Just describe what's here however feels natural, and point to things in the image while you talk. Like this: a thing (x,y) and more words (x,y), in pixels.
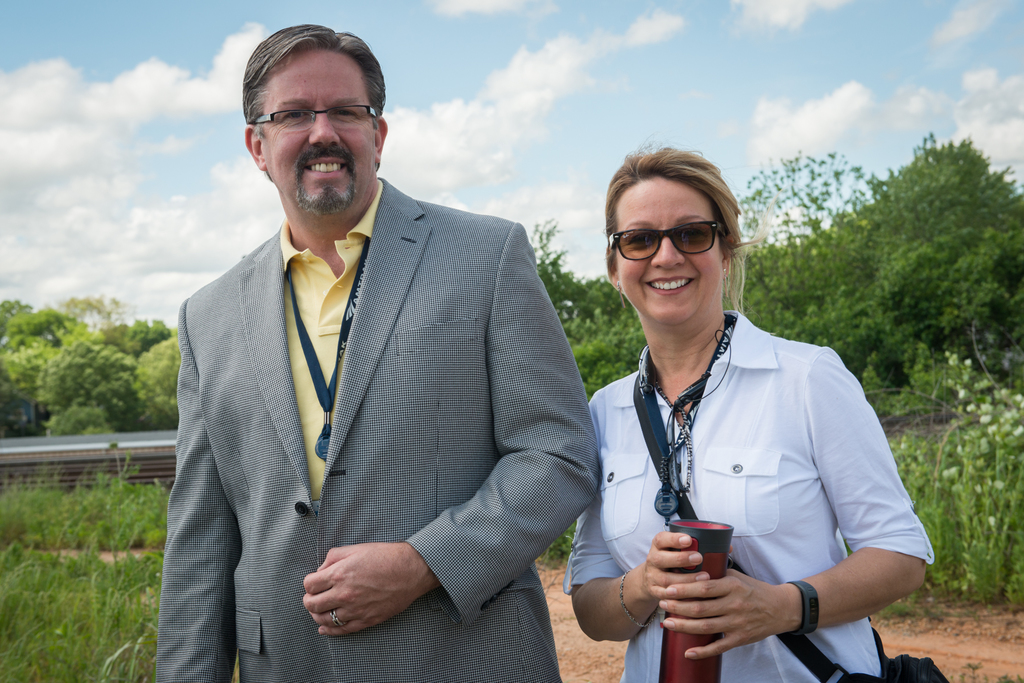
In this picture we can see a man (437,376) standing and smiling. We can see a woman (708,374) wearing a bag (923,672) and holding a bottle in her hand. She is standing and smiling. We can see some grass (36,644) and plants (967,500) on the ground (53,678). There are a few trees (581,321) visible in the background (60,393). Sky (496,143) is blue in color and cloudy.
